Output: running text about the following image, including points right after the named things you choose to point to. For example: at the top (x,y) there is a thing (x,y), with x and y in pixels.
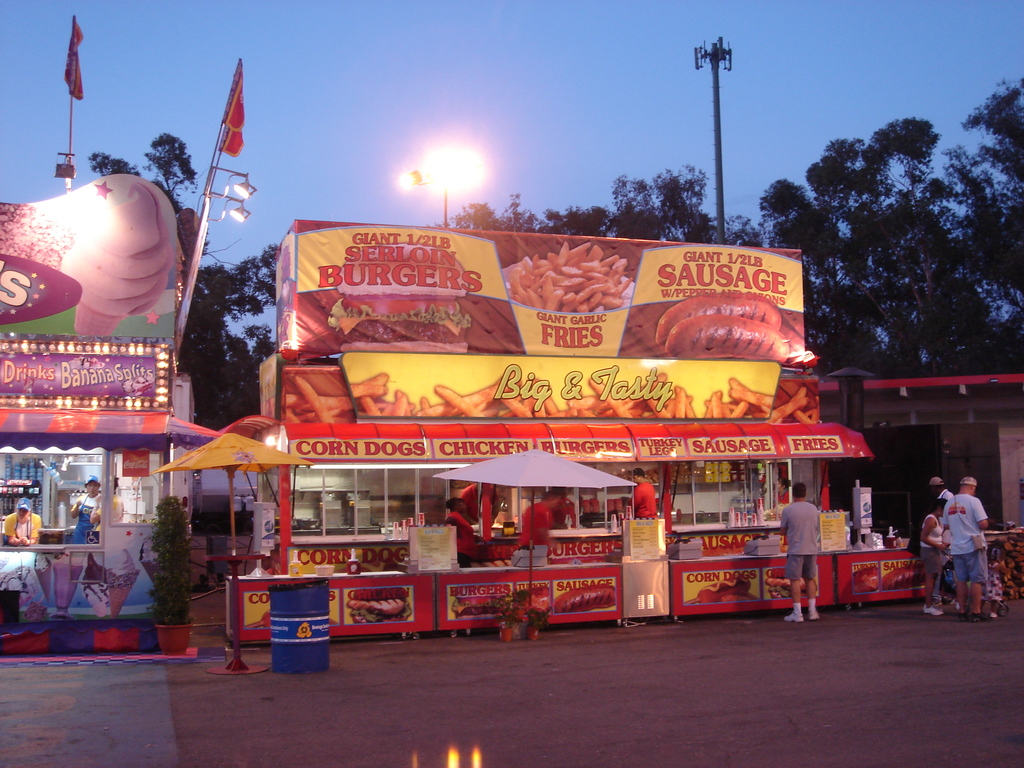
In this image I can see the umbrellas (531,568) in the middle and there are stores (414,498). At the top (349,247) there are hoardings (336,338) with lights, in the background (995,288) there are trees (999,209), on the right side (963,605) I can see few persons (971,501). At the top (535,107) there is the sky (510,142).
